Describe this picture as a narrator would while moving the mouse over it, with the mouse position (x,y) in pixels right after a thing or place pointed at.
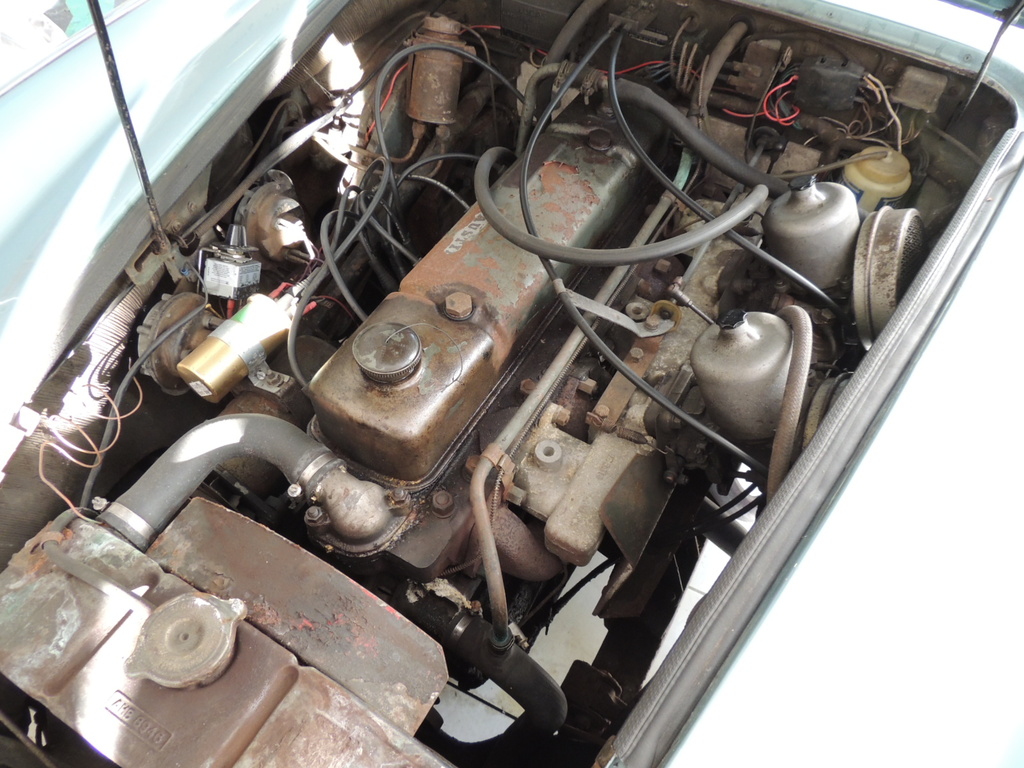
In the image we can see there is a vehicle's engine (508,392).
